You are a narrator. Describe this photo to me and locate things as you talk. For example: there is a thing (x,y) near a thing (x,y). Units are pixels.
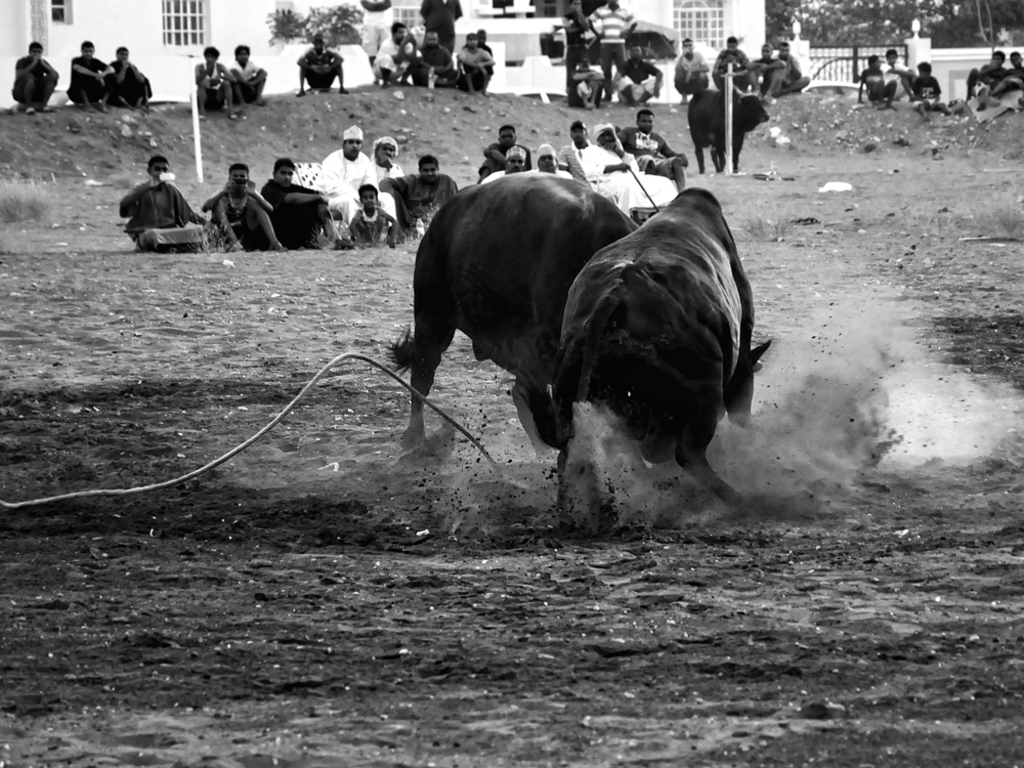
In this image we can see two bulls (561,391) which are fighting and in the background of the image (608,137) there are some persons (488,157) sitting on the ground (15,186) some are holding mobile phones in their hands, there are some houses (150,38) and trees (862,3).
